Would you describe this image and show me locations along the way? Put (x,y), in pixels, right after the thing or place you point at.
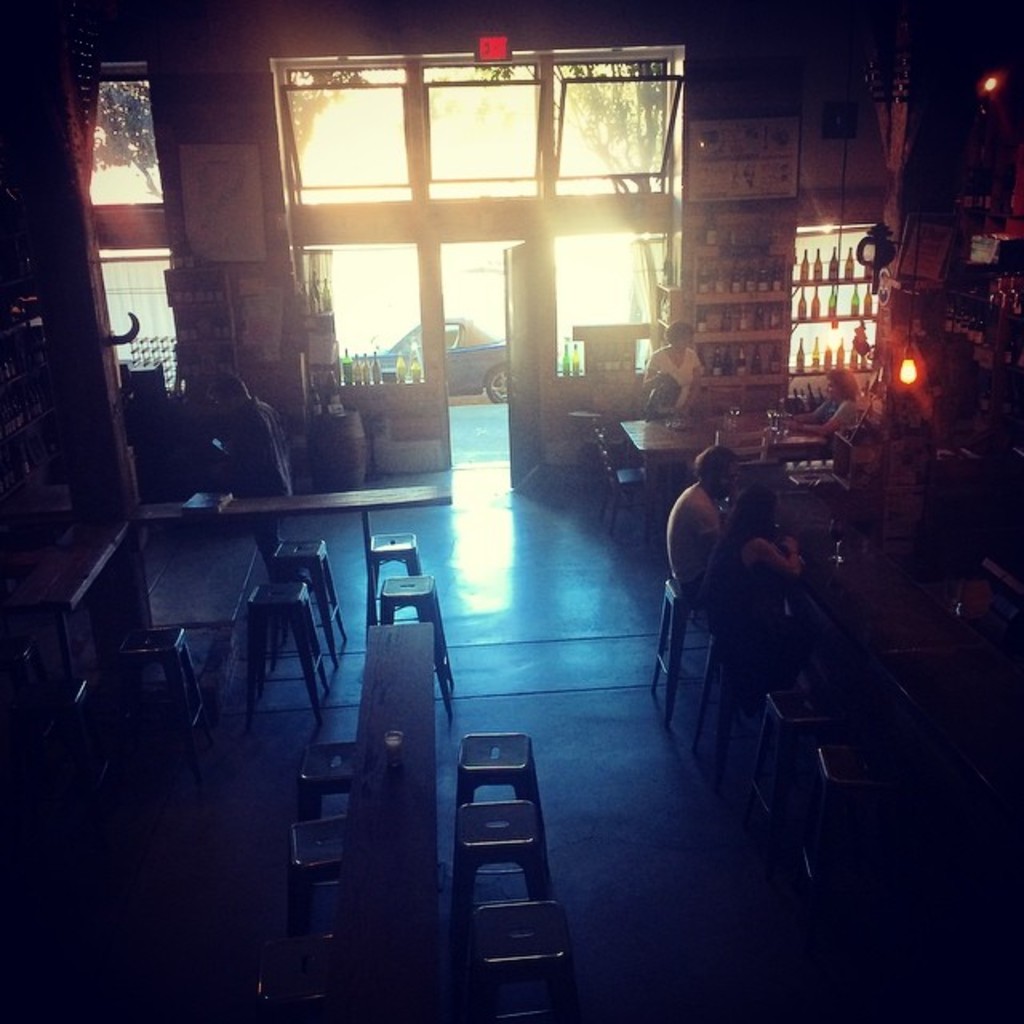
The picture is captured inside restaurant (585,589) there are many stools (322,572) and benches (367,645), few people (699,544) sitting on the stools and in the background (752,357) there are plenty of alcohol bottles (749,316) kept in the shelves (723,299), on the left side (99,176) there is a door (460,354) and some windows (585,187). Outside the door (485,330) there is a car (484,348).
